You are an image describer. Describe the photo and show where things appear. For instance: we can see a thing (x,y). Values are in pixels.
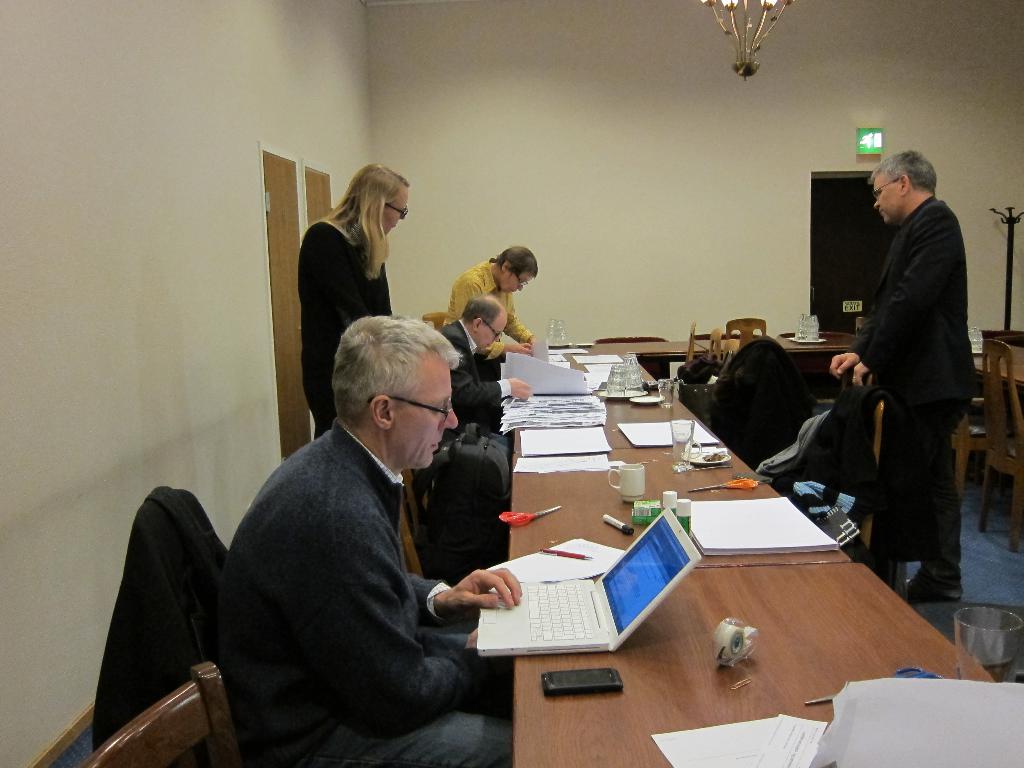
In this image i can see a group of people (422,606) among them, few are sitting on a chair (878,418) and few are standing on the floor (989,547). On the table (637,662) we have a laptop (615,573) and few objects (598,372) on it.
